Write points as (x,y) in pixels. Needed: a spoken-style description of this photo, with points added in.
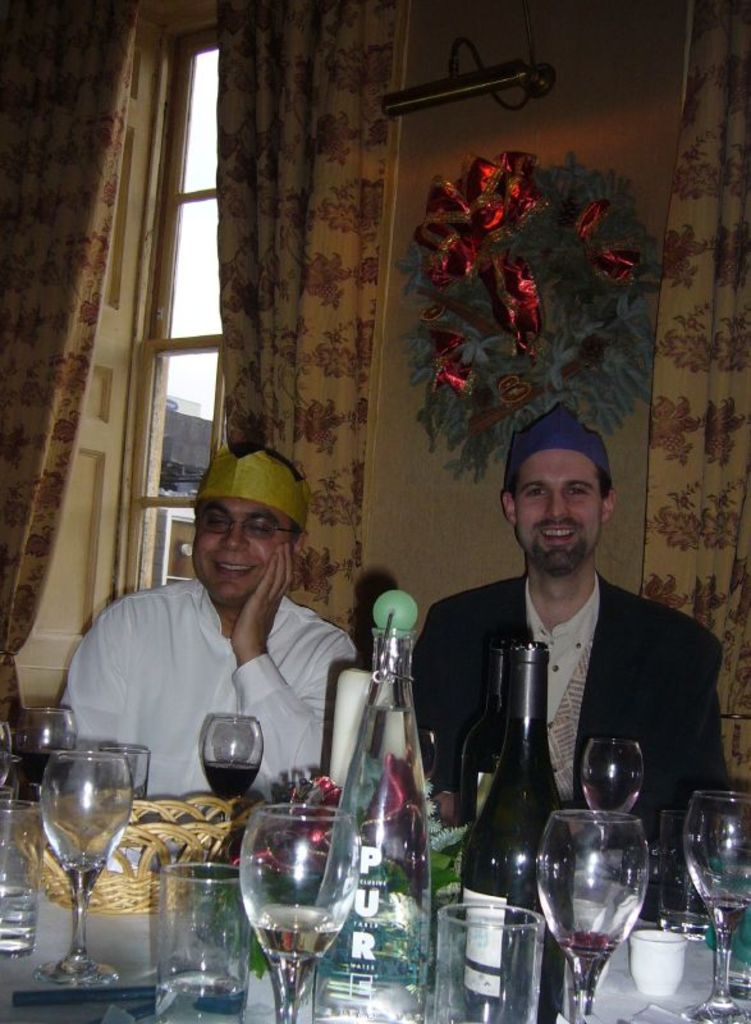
In this image there are two persons (284,650). Both are smiling they are wearing blue cap (550,445) and yellow cap (231,482). In front of them on the table (136,920) there are bottles (384,902), glasses (278,858), basket (148,840). In the background (473,322) there is a wreath (475,331), window (183,285) and curtain (239,257).
